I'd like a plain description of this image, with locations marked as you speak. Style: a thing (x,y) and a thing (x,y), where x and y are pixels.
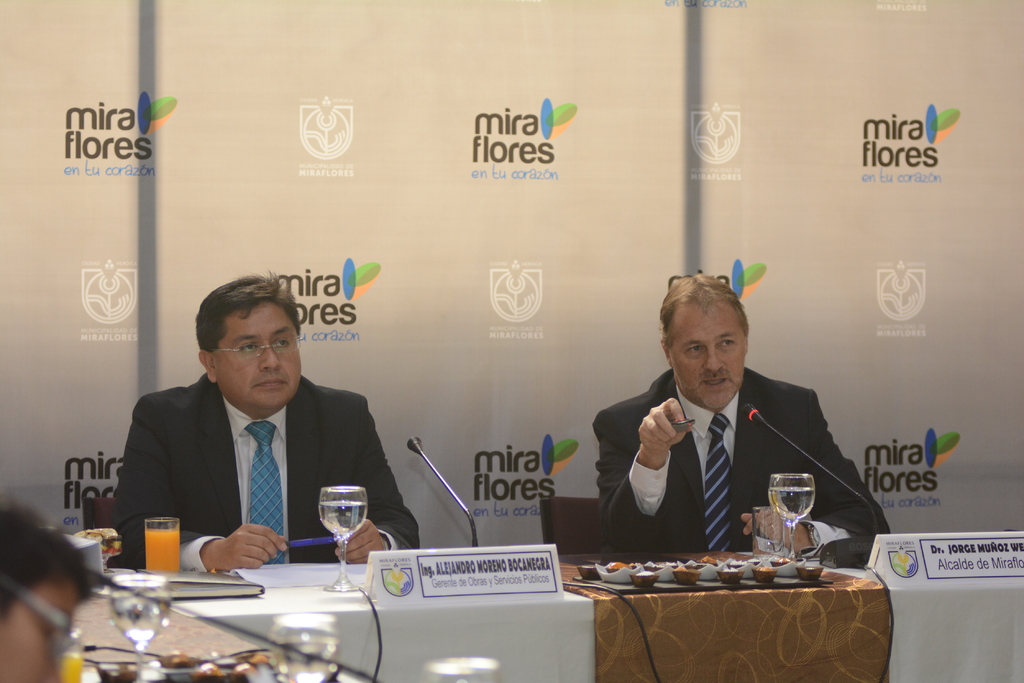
In this image in the center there is a table (641,603) and on the table (666,599) there are boards (930,572) with some text (490,568) written on it and there are mics (832,562), glasses (772,533) and there is food (685,571) on the table (686,584) and there is a book (219,592). Behind the table (208,602) there are persons (303,456) sitting and there is a man (714,451) holding an object (683,421) in his hand (661,447) and speaking. On the left side (317,661) there are glasses (149,633) on the table (182,638) and there is a person (54,585). In the background (465,188) there is a board (489,201) with some text (90,147) written on it.
